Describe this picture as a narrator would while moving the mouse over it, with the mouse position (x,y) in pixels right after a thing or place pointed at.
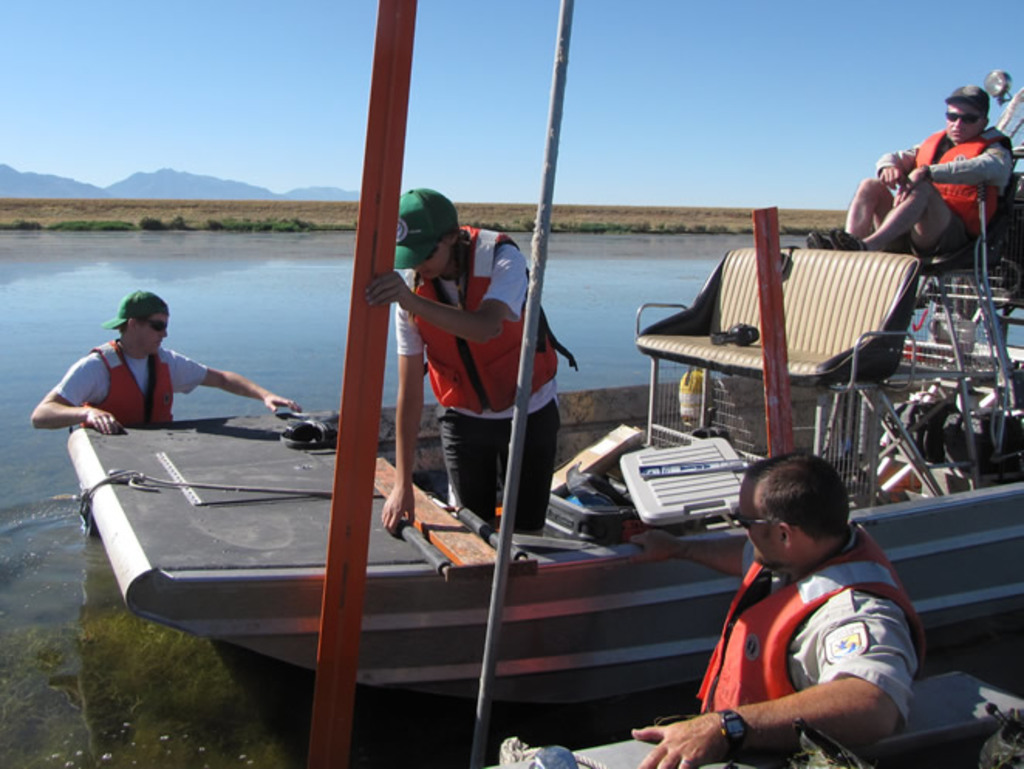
In the picture I can see some persons (488,478) wearing life jackets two are in boat (1006,223) one is standing and other is sitting and I can see two more standing in water (55,315) and in the background of the image (93,291) there is water (220,274), there are some mountains (9,173) and clear sky (345,124).
